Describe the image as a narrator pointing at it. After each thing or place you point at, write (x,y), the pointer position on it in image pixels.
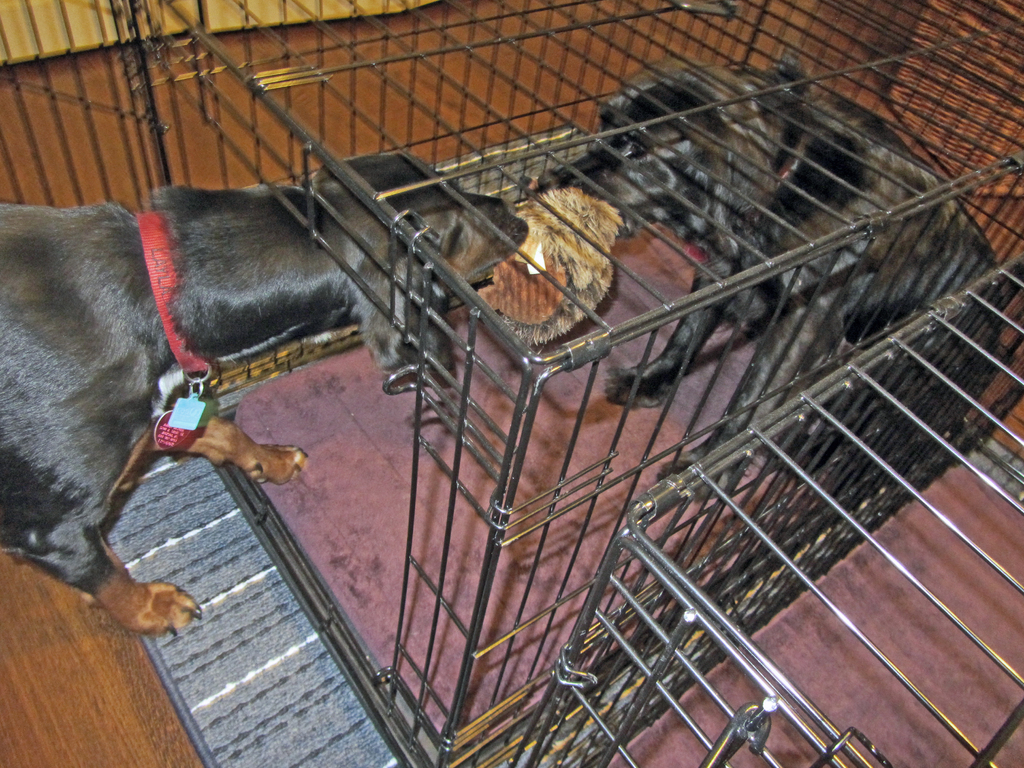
Two dogs (226,287) are pulling a doll (552,305) with their mouth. One is in a cage (390,274).
